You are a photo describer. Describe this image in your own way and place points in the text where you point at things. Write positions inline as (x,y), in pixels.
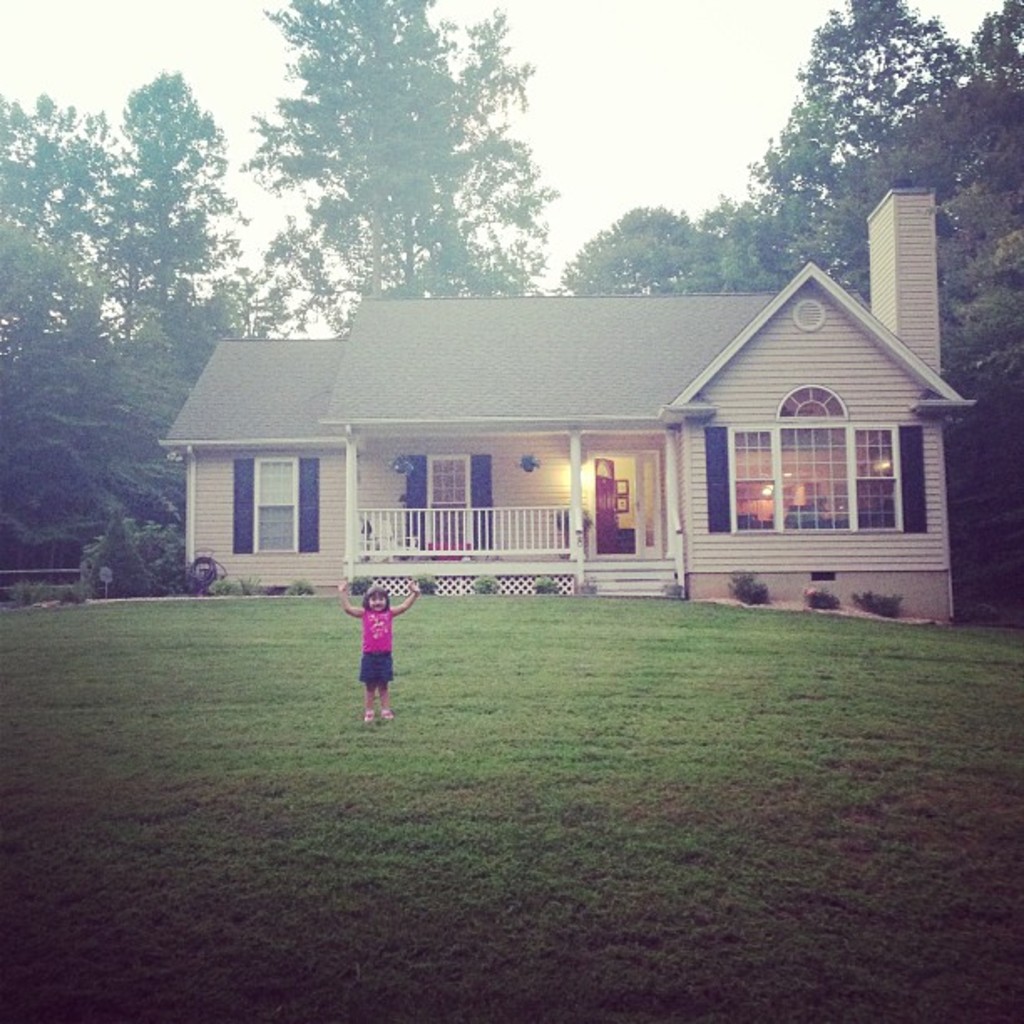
In this picture we can see a girl (374,593) standing on the ground (352,735), house (314,365) with windows (832,424), door (613,472), trees (494,291) and in the background (564,169) we can see the sky (627,86).
